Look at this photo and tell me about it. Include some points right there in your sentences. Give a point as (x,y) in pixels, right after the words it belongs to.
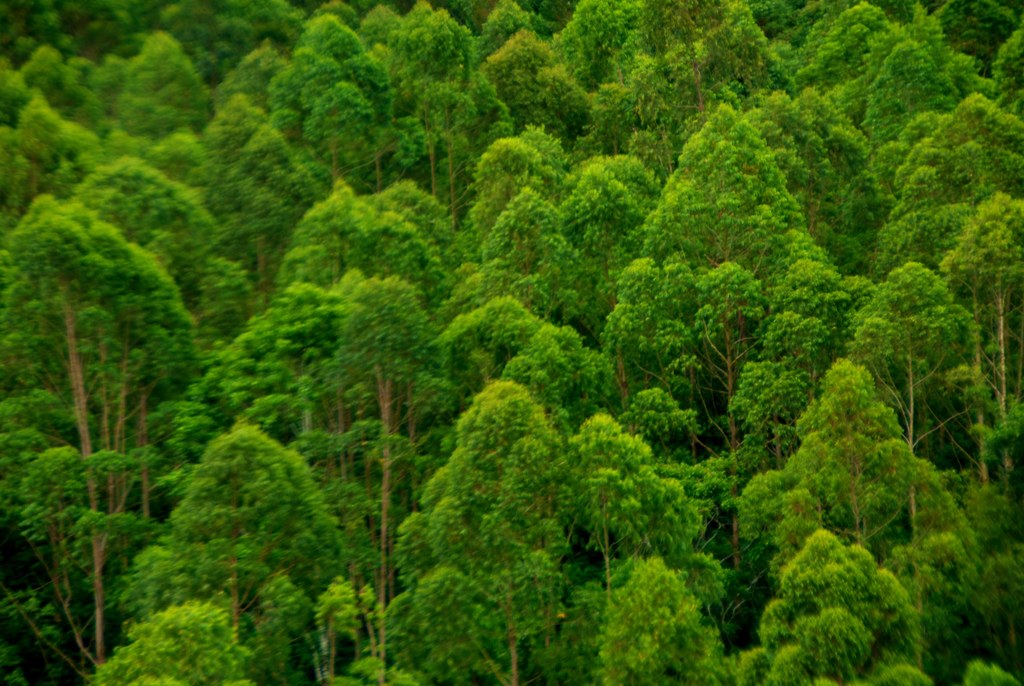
Here there are many trees (344,243) in this image.
